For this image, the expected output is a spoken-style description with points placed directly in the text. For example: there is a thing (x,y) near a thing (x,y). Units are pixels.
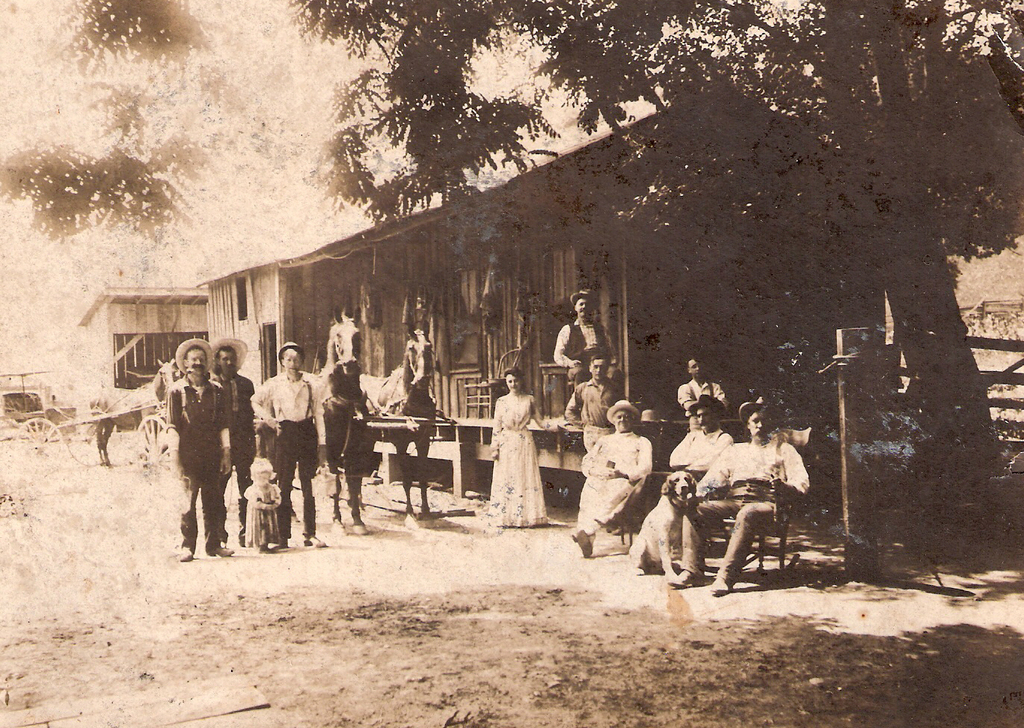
In this image it seems like a vintage photo where we can see there are few people (220,446) standing on the ground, while some people (689,457) are sitting on the chairs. In the middle (413,397) there is a horse cart (403,412). On the right side (965,408) there is a tree (865,252). Beside the tree (858,179) there is a house (370,234). At the bottom (41,645) there is sand (41,645).
